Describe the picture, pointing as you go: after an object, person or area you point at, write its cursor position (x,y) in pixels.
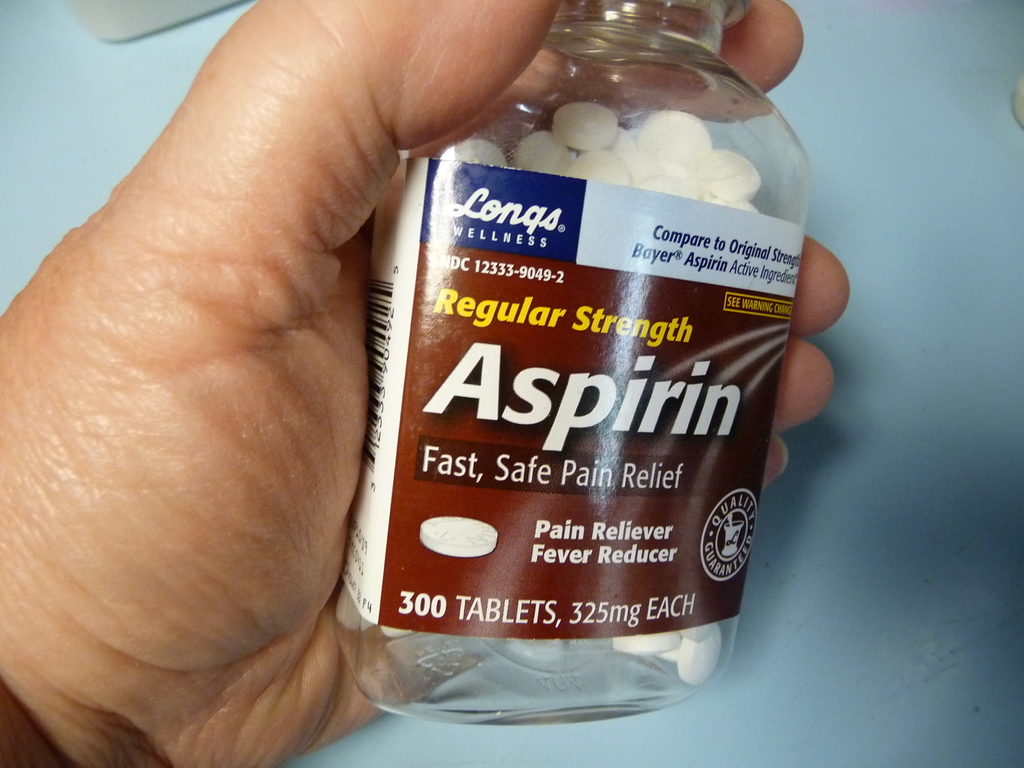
As we can see in the image there is a human hand (294,392) holding bottle (587,422).
